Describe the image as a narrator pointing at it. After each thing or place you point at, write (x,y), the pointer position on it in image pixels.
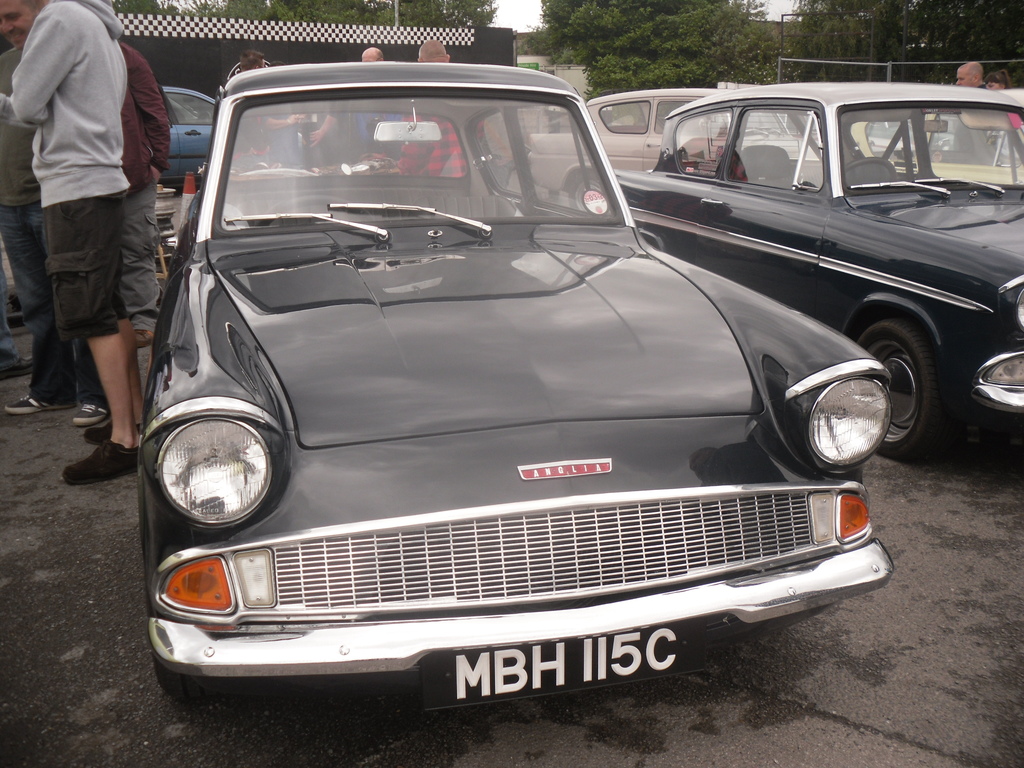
This picture shows few cars (640,412) and we see few people (26,16) are standing and we see trees (880,21) and a house (541,62).
